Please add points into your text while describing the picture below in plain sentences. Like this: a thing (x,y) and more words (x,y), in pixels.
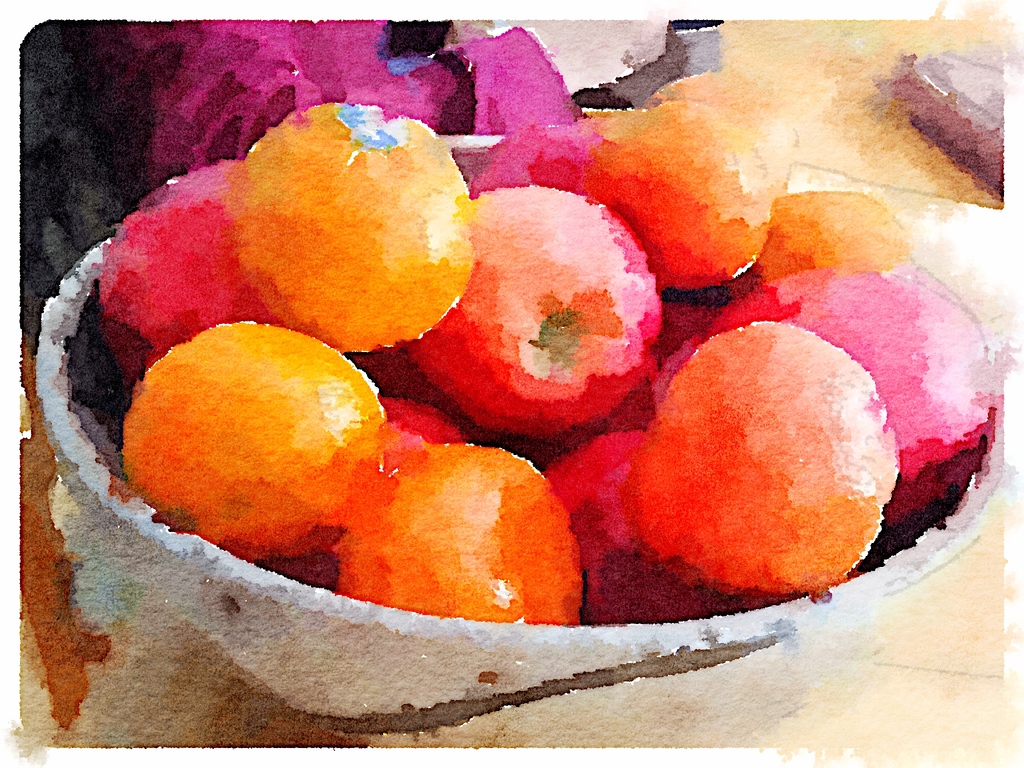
This image looks a painting and there are fruits (333,108) in the bowl (435,648).
